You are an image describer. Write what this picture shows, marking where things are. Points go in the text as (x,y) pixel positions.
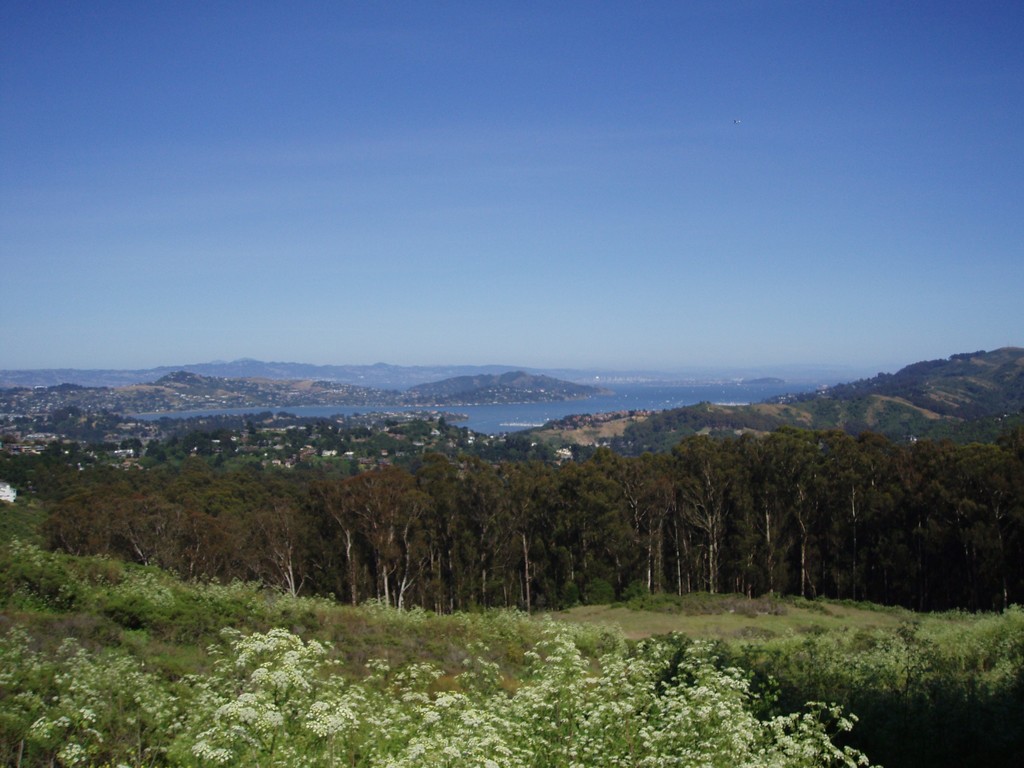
In the image in the center (661,338) we can see sky (594,168), hill (623,444), water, trees (318,562), plants (984,672), grass (386,622) and flowers (612,722).
